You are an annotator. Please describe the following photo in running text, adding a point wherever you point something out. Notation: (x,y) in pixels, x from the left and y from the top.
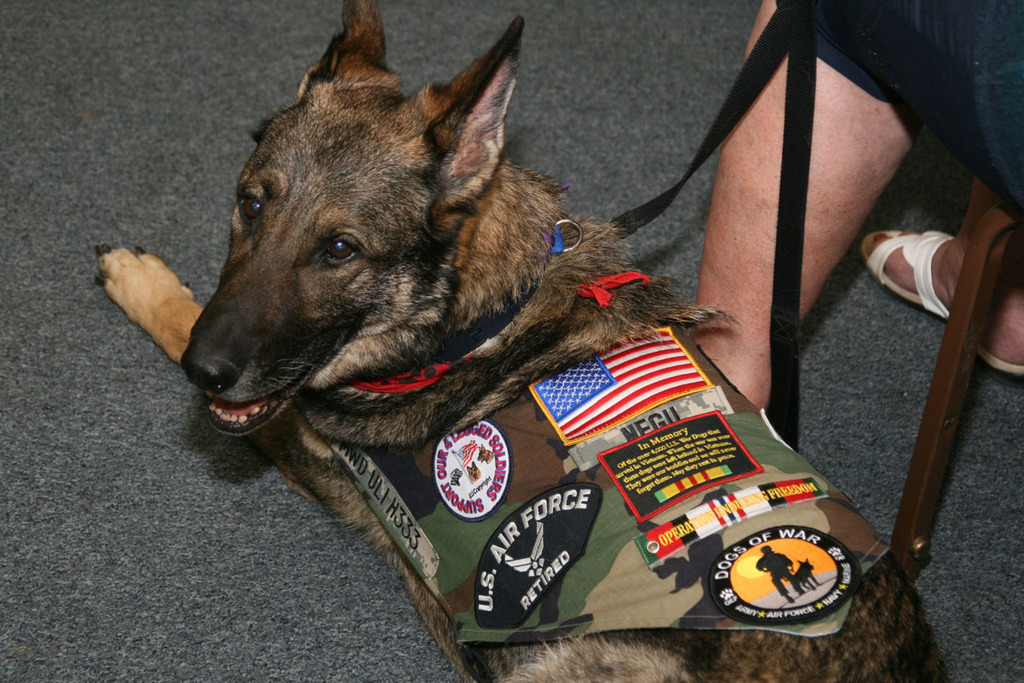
In this picture, we can see a dog (513,326) with belt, and we can see legs (759,220) of a person (807,243), ground (679,200).
